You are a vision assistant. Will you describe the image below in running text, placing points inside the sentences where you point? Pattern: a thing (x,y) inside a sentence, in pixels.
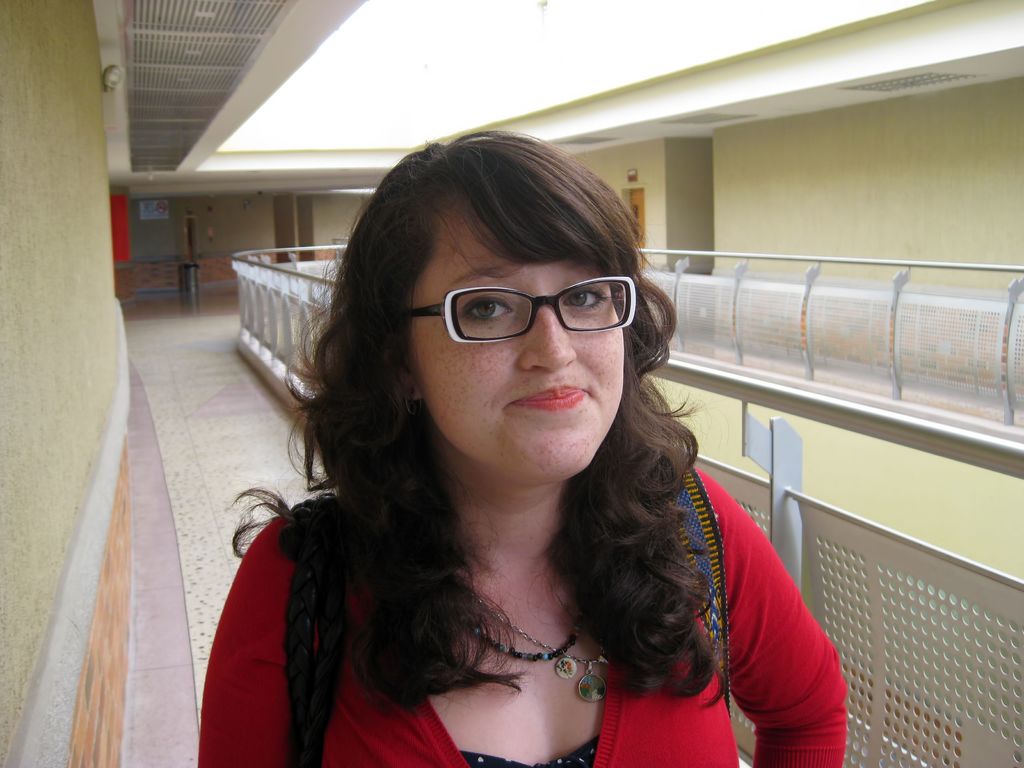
In this image we can see a woman (420,474) standing on the floor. In the background (168,243) there are walls (172,231), doors (194,250), bins (198,267) and railings (788,554).
